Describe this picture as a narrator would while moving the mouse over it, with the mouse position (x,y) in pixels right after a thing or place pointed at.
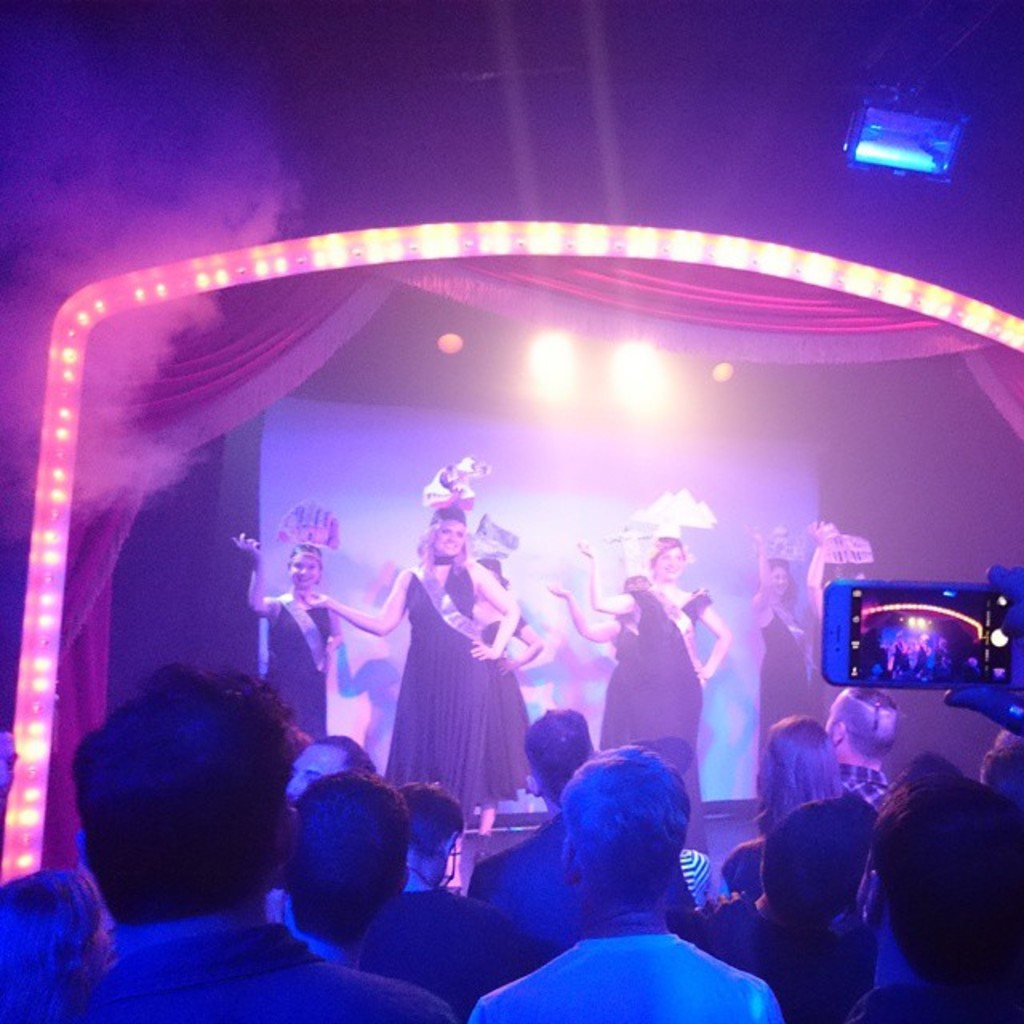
In this image there are few people (304,668) on the stage (397,679), there are few people (411,877) in front of the stage (944,721) in which one of them holds a phone (872,677), there are lights (822,251) and lighting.
